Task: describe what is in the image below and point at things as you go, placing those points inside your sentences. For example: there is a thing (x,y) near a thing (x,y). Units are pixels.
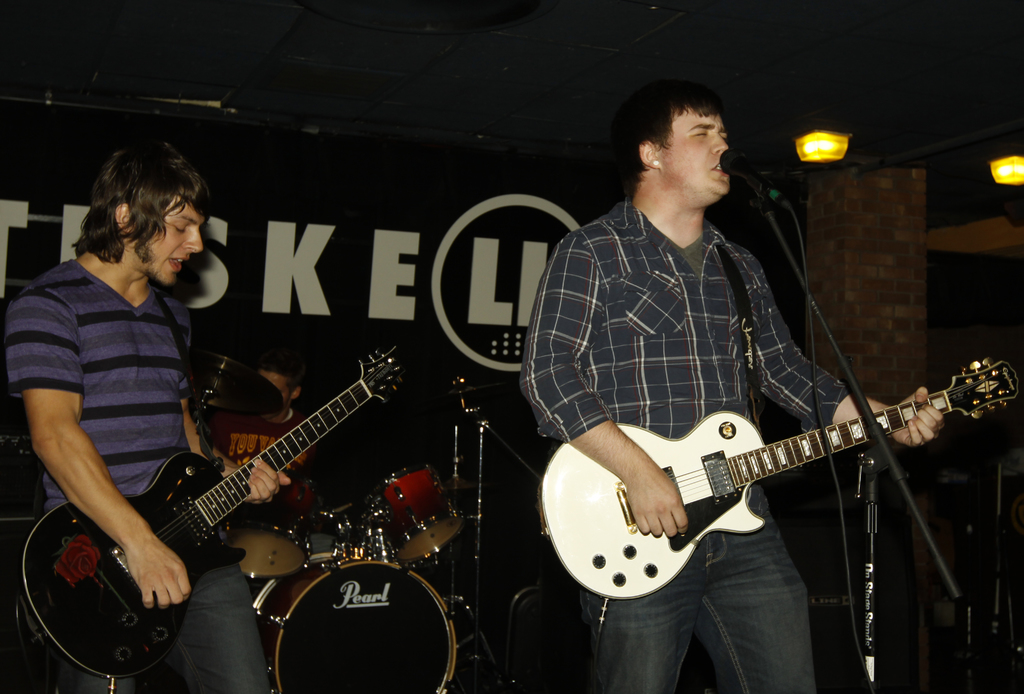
In this image we can see there are two people (668,510) standing and playing guitar (715,509), in front of them there is a mic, behind them there is another person (287,417) playing a musical instrument (378,563). In the background (240,140) there is a banner (377,194) with some text (495,256) and at the top of the image (830,150) there are two lights (814,153).
